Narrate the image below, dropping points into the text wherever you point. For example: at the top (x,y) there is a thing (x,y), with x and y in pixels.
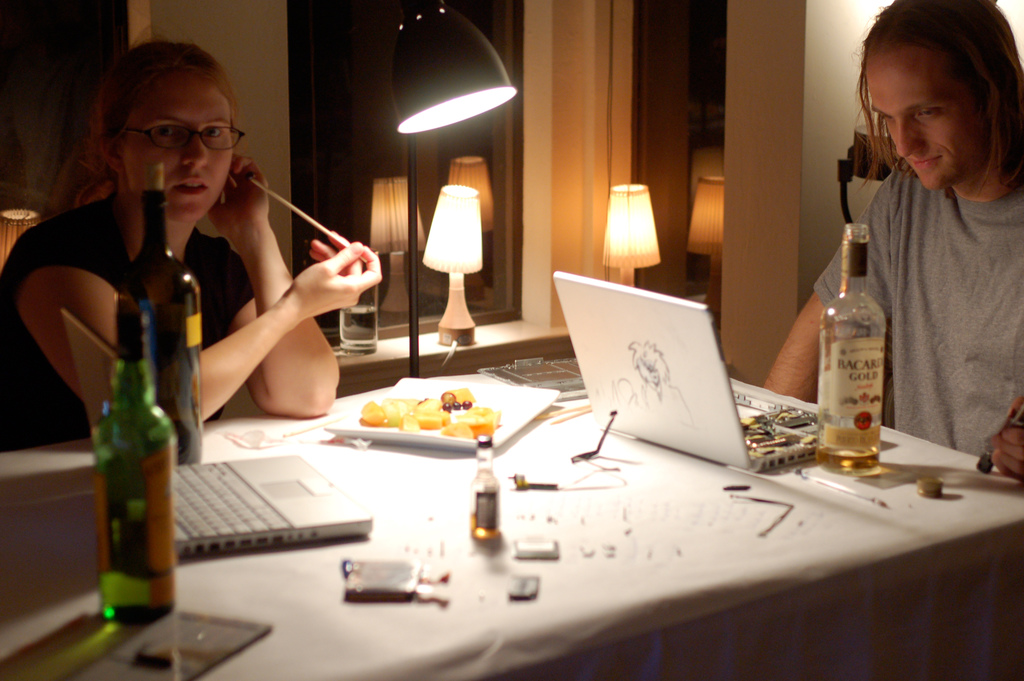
This is a picture taken in a room (288,233), there are two persons (264,265) sitting on chairs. The woman (96,258) in black t shirt (207,267) was holding a chopstick (289,200) in front of these people (921,232) there is a table (670,576) on the table (627,585) there are laptops (224,515), bottle (822,394), plate (506,419) and some food items (445,405). Behind the people (327,304) there is a lamp (415,100) and a mirror (512,150). In front of the mirror (649,166) there are two lamps (471,255) on the wall (595,236) and glass (358,322).
